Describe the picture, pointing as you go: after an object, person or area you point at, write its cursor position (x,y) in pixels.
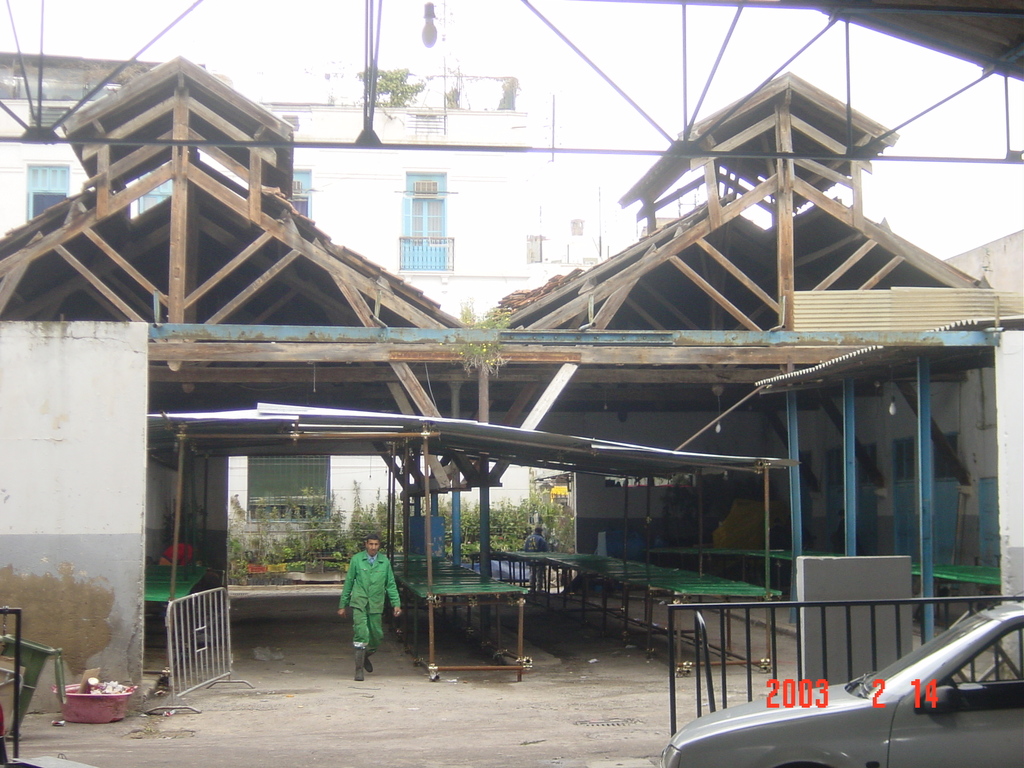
Here in this picture we can see a wooden shed (224,293) present on the ground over there and in that we can see tables (437,563) present on the ground (496,615) and we can see people (378,621) standing and walking over there and behind that we can see buildings (422,190) present and we can see a person (377,592) present on the middle (522,510), on the ground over there.
